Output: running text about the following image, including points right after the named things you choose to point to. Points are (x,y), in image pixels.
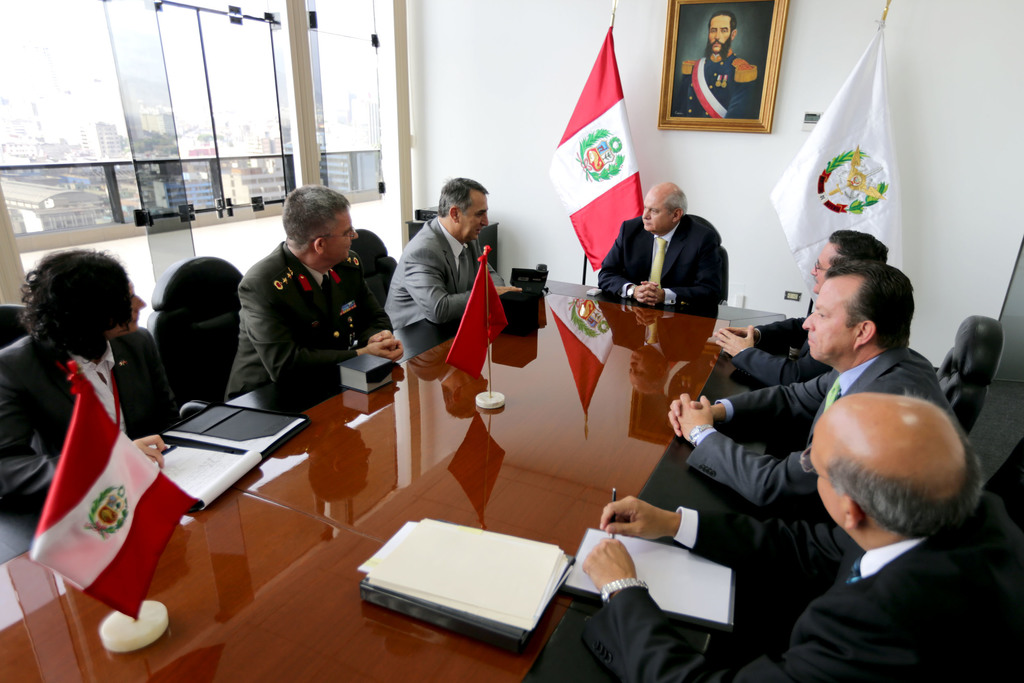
In this image there are group of people (804,461) sitting on a chair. In the background (770,37) there are two flags (600,68) and frame (739,77) is hanged on the wall (805,57). In the center (679,242) a man (677,242) wearing a suit (679,241) is sitting on a chair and listening to the man (450,247) who is speaking at the left side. On the table (417,482) there are papers (415,528), flags (503,313). At the left side (208,127) there is a window (206,116).
